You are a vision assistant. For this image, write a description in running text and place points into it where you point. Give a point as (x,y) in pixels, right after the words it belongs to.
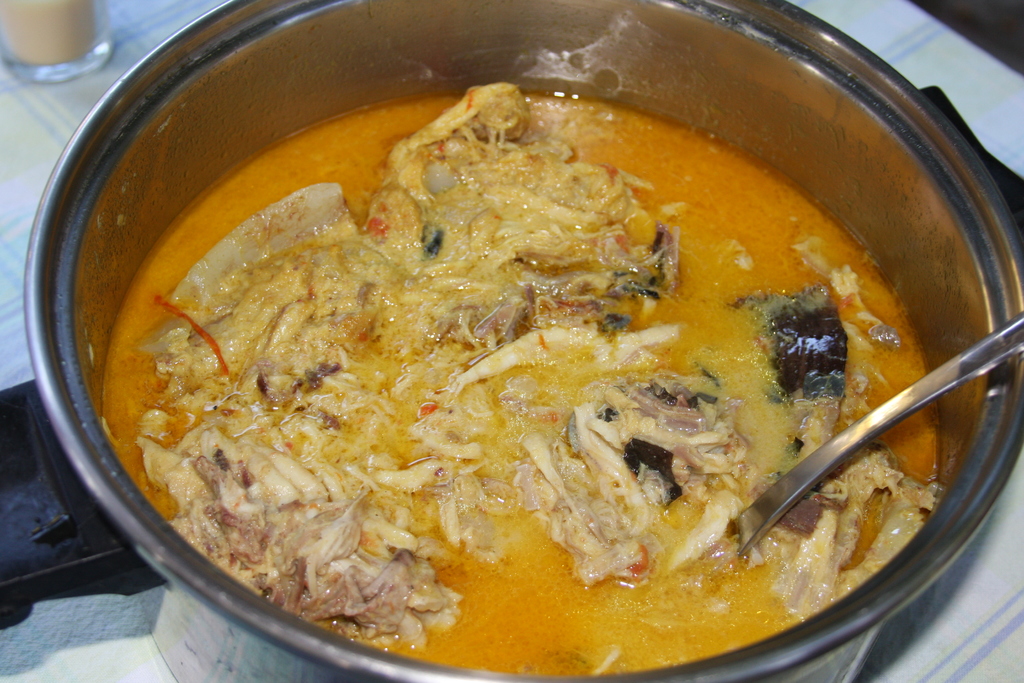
In the image there is a bowl (965,490) with meat soup (681,452) and spoon (751,532) in it on a table (1006,114).
